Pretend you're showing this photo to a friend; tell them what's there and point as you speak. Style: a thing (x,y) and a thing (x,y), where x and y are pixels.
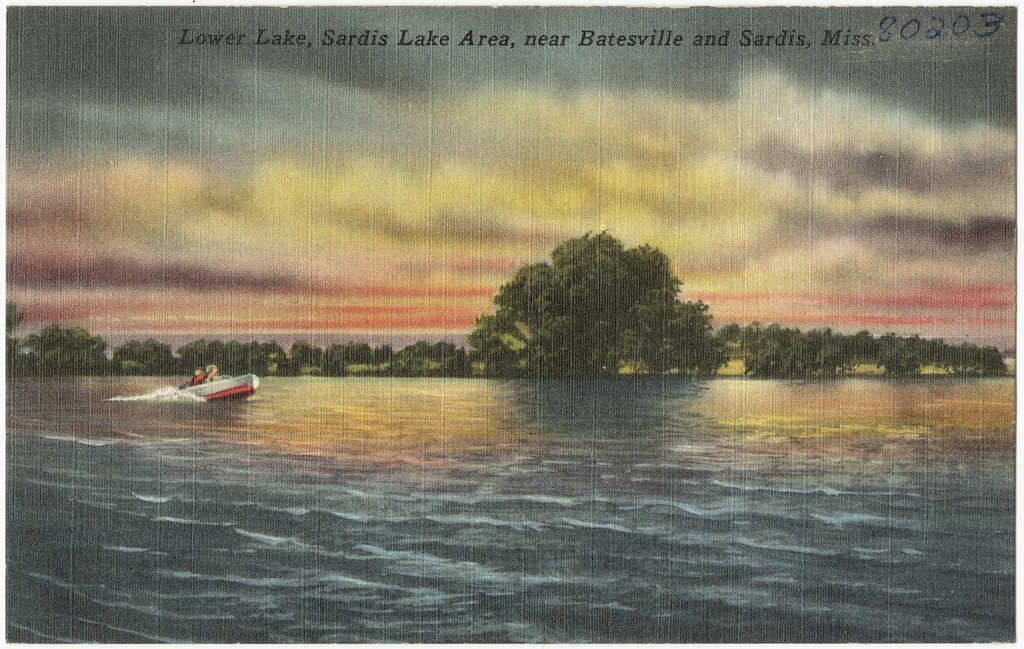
This is a poster and in this poster we can see a boat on the water (491,428), trees (710,353) and in the background (613,211) we can see the sky (631,115) and at the top (504,46) we can see some text (888,18).
